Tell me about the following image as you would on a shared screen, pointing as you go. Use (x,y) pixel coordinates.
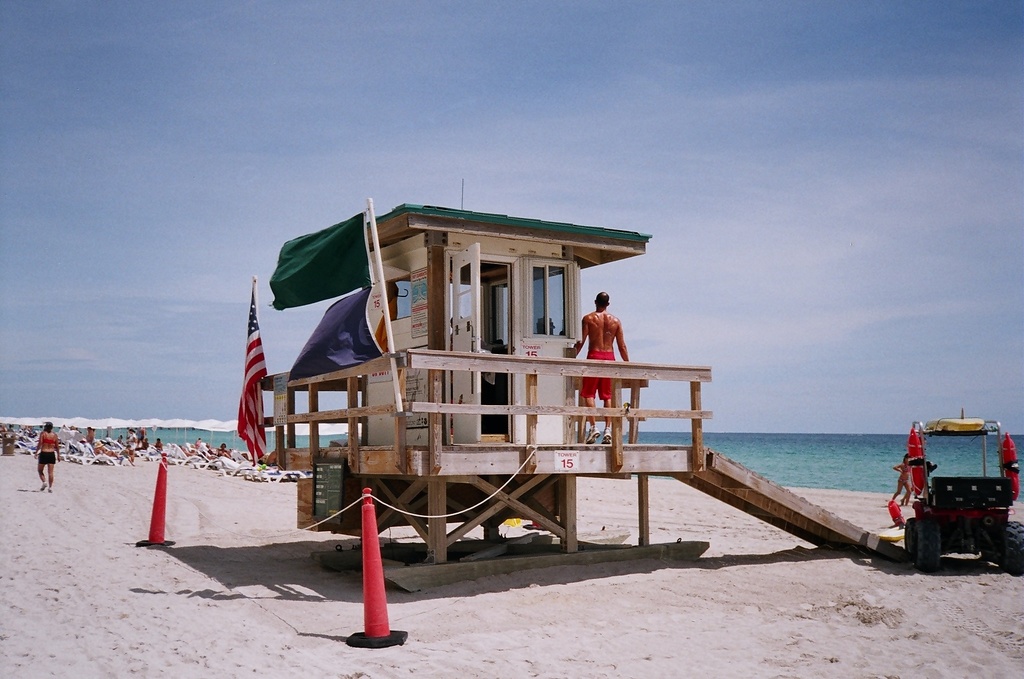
In this image it seems like a stilt house (516,320) in the middle (438,279) and there are some persons (46,441) in the beach area (185,467) as we can see on the left side of this image (133,456), and there is a vehicle (958,524) on the right side of this image (917,503). There is a surface of water (780,456) in the background (791,464), and there is a sky (635,192) at the top of this image (504,143).
